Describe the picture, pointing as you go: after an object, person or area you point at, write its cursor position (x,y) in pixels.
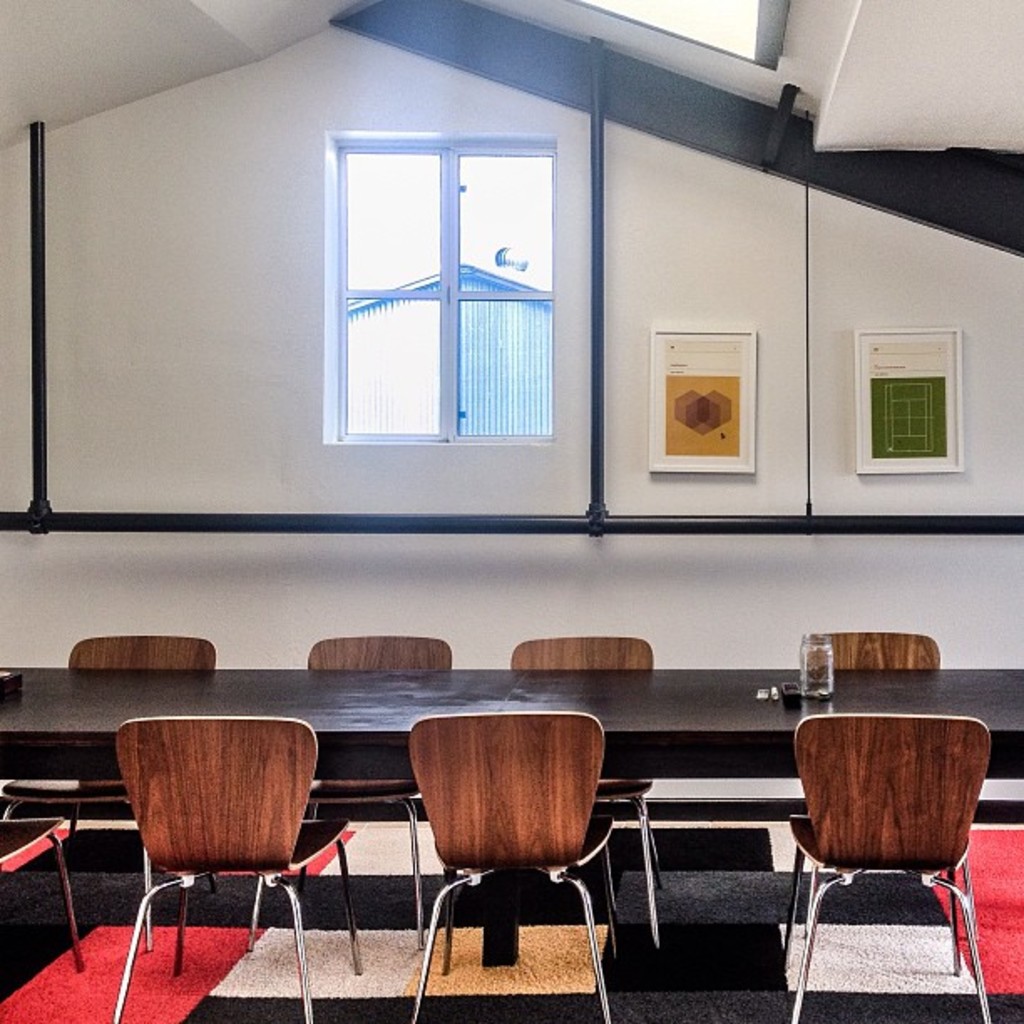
In this image I can see the table (318,715) and the chairs (608,785). On the table (675,735) I can see the jar (821,684) and some objects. In the background (388,280) I can see the window (416,263) and boards (925,464) to the wall (768,466). I can see another house (414,357) through the window (376,350).
